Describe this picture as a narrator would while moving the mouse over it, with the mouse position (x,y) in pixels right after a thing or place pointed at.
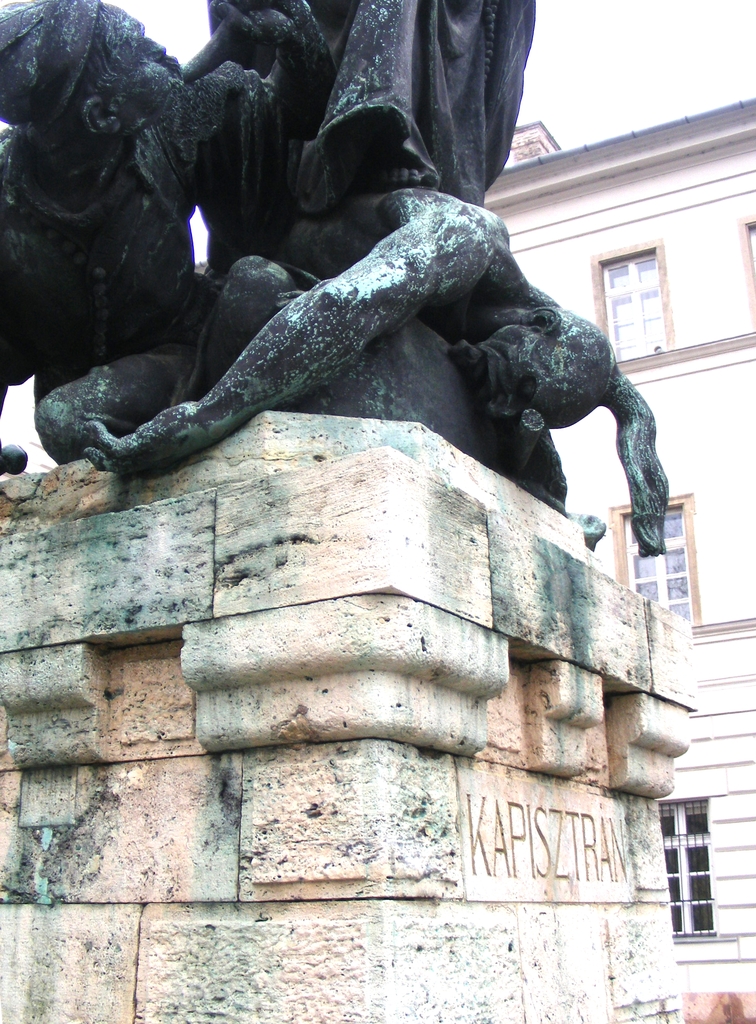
In this image there is a statue (260,291) which is on the wall (265,552) in the front (363,781) and there is some text (537,864) written on the wall (544,851). In the background (618,276) there is a building (664,464) and on the building (699,575) there are windows (665,522).
